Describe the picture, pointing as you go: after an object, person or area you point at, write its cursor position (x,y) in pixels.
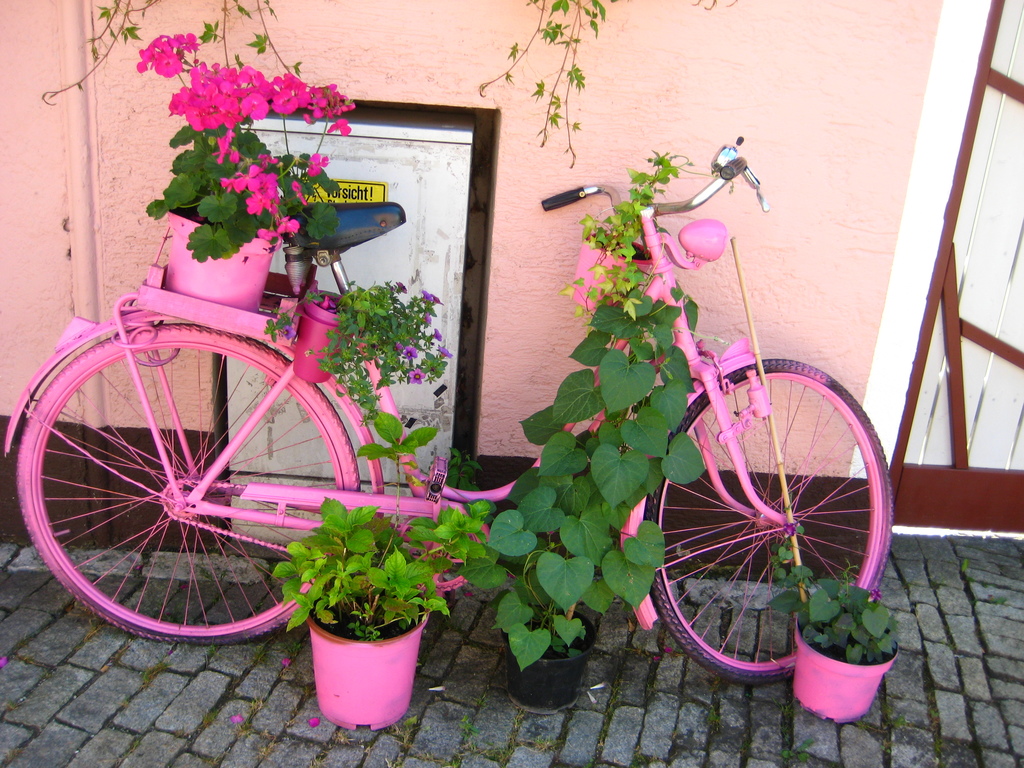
In this image, we can see a pink bicycle (65,563) is placed near the wall (767,552). Here we can see few plants (319,543), flowers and pots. Background (694,69) there is a wall (705,155), door (409,283), sticker (369,184).
